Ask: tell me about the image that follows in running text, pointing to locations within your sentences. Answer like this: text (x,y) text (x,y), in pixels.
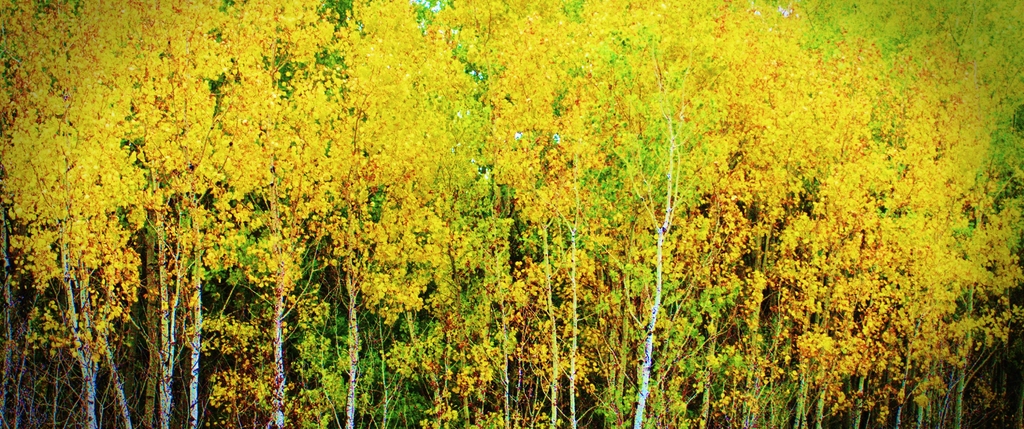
In this image, I can see the trees (792,283) with yellow and green leaves (405,115).
